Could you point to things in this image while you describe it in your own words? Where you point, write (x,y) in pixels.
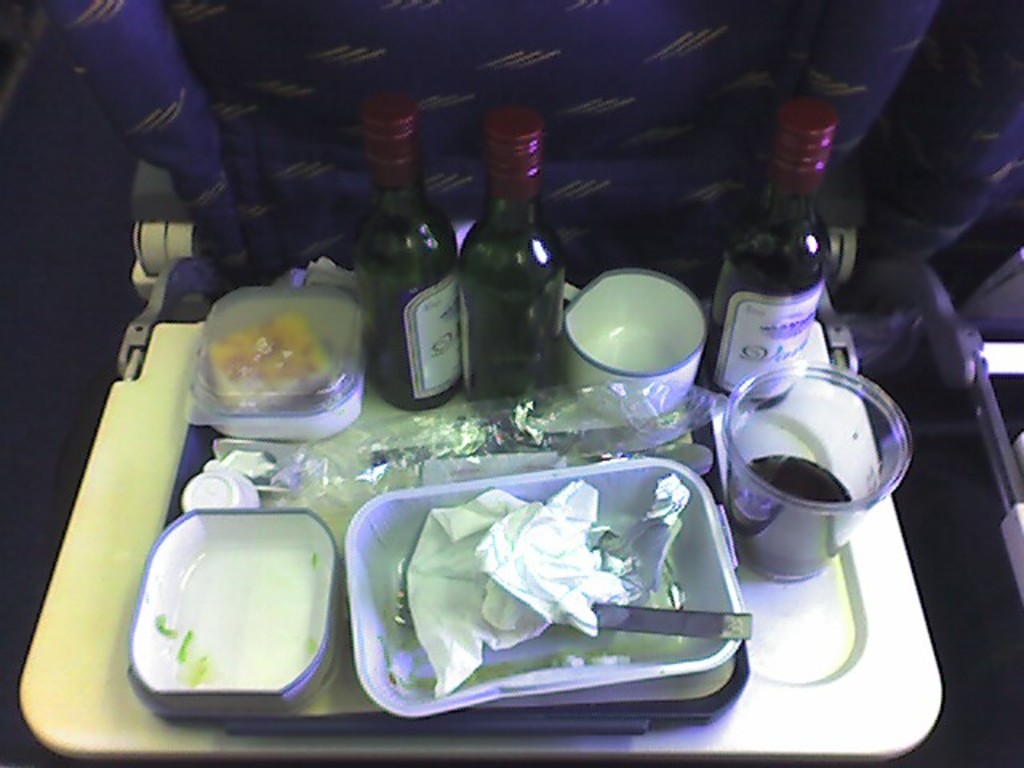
The image is taken in the plane (70,189). There is a seat (552,83). We can see boxes (575,633), bottles (480,379), cups (590,314), glasses (769,526), spoons (615,606) placed on the board (811,650) which is attached to the seat (538,83).
